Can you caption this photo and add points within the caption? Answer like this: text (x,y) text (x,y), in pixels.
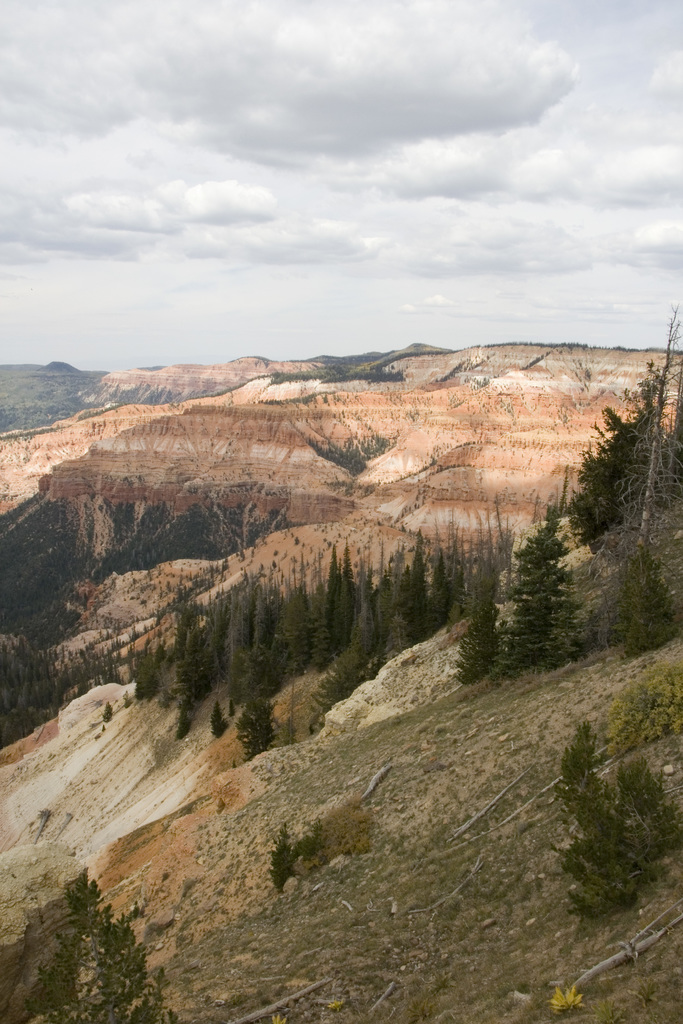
This picture consists of hill view (397,473) and I can see trees (387,624) on the hill (563,563) at the top (314,219) I can see the sky (421,260).
